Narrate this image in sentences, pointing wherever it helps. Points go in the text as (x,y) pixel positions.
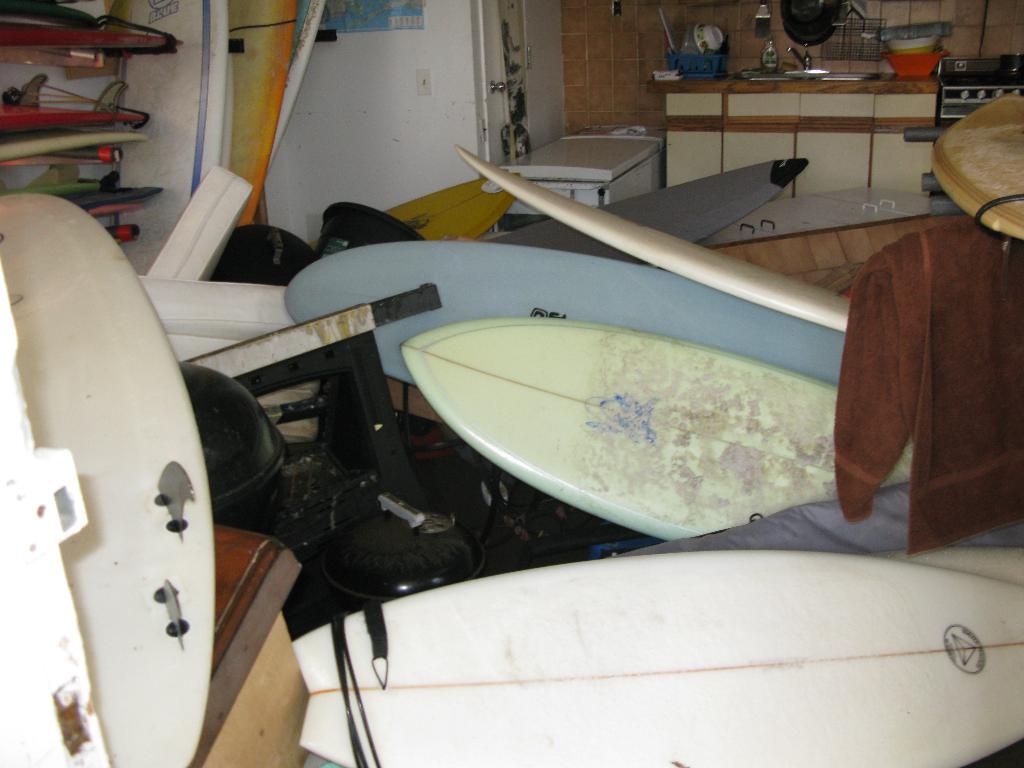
This image consists of a room (485,124) in which there are many surfboards (699,590). On the left (216,656), there is a table (235,663). On the right (883,390), there is a towel (892,403). In the background (773,114), there are cupboards (850,100) along with a sink (796,70). And there is a door (502,83) in white color.
